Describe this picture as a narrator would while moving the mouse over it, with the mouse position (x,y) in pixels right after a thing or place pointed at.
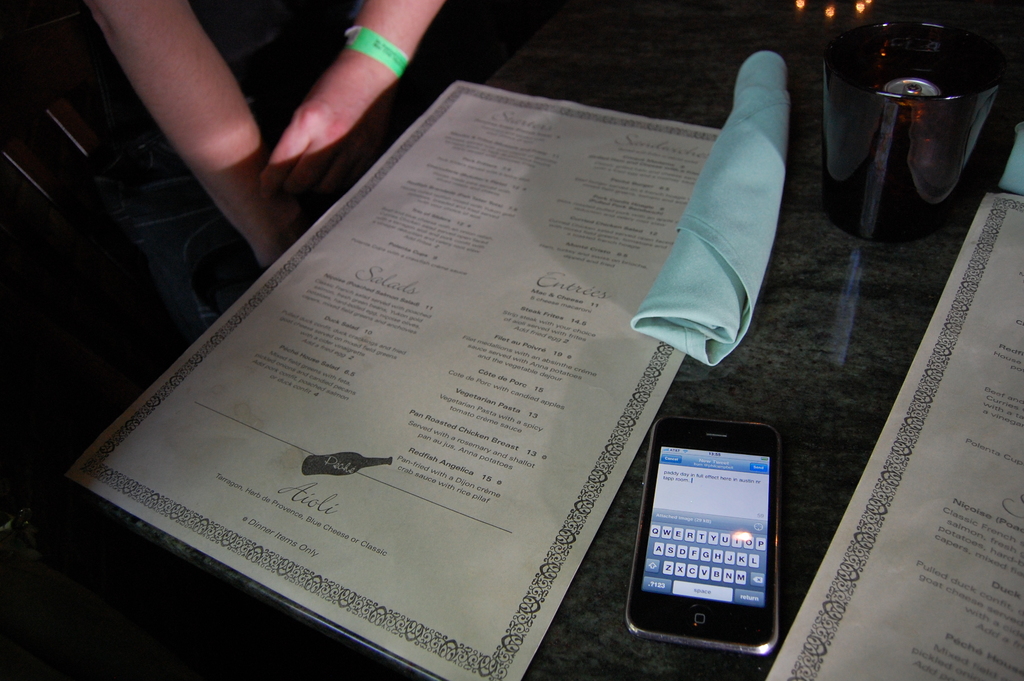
At the bottom of the image (599,626) there is a table (989,141), on the table (565,619) there are some papers (353,419) and cloth (771,152) and glass (989,94) and mobile phone (667,433). Behind the table (568,655) a person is sitting.
